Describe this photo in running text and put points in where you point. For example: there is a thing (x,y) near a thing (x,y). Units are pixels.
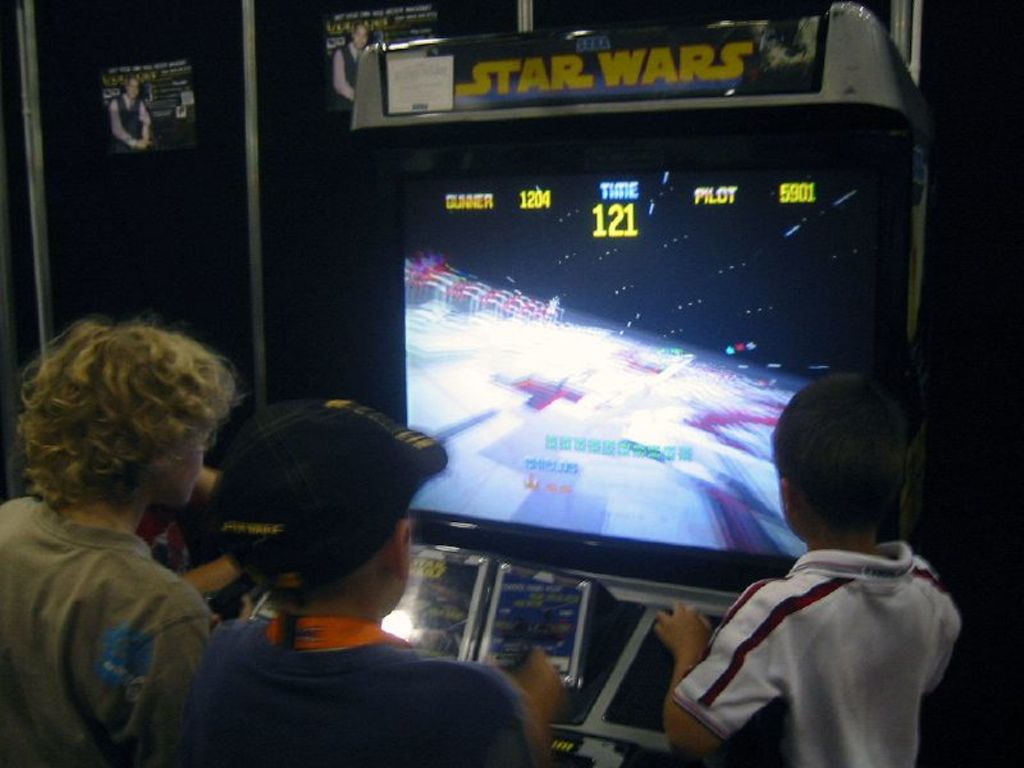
In this image I see the video game screen (610,331) and I see 3 boys (123,431) over here and I see words (586,49) written over here and I see the background (160,39) which is a bit dark and I see posts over here.
